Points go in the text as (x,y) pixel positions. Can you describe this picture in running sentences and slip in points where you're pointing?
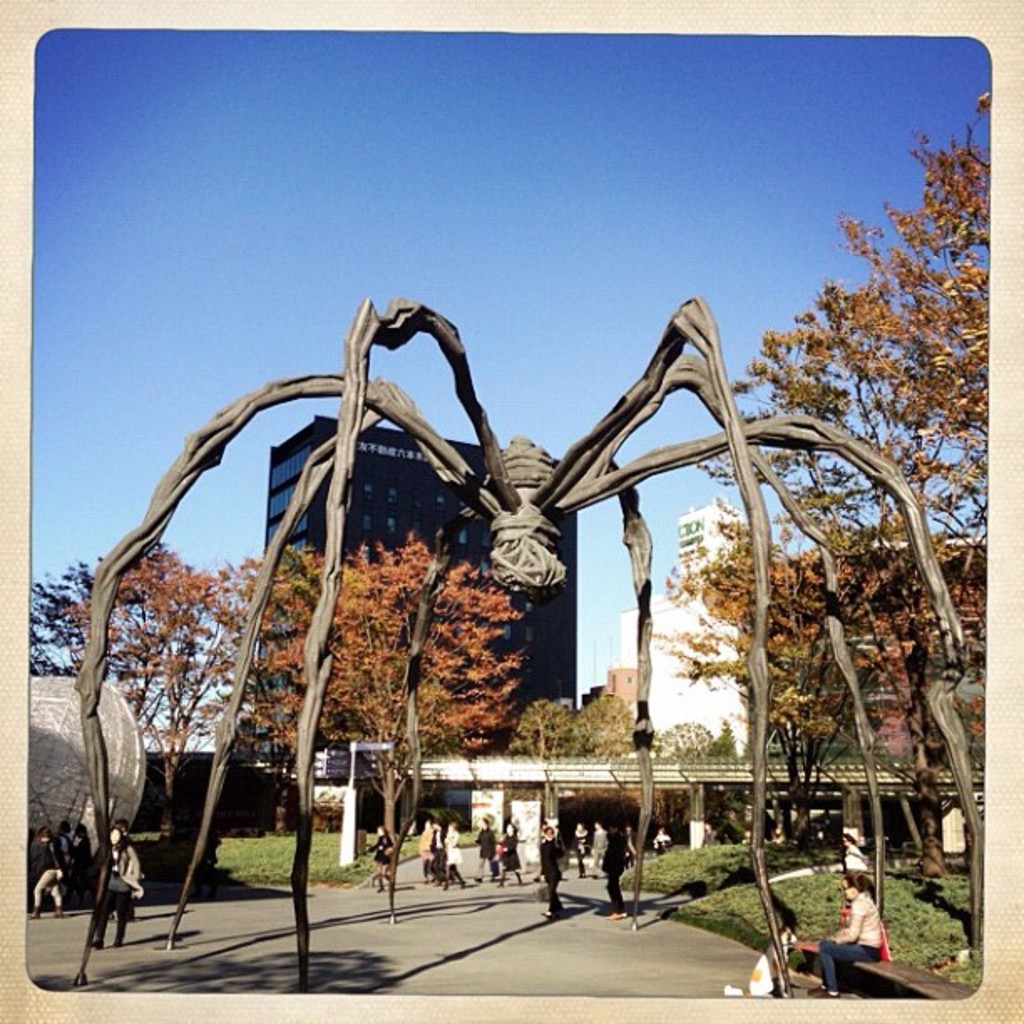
In this image there are group of people (851,879) standing, plants (710,863), grass (249,861), trees (294,655), buildings (282,690), boards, sculpture of a giant spider (365,337), sky (412,256).
